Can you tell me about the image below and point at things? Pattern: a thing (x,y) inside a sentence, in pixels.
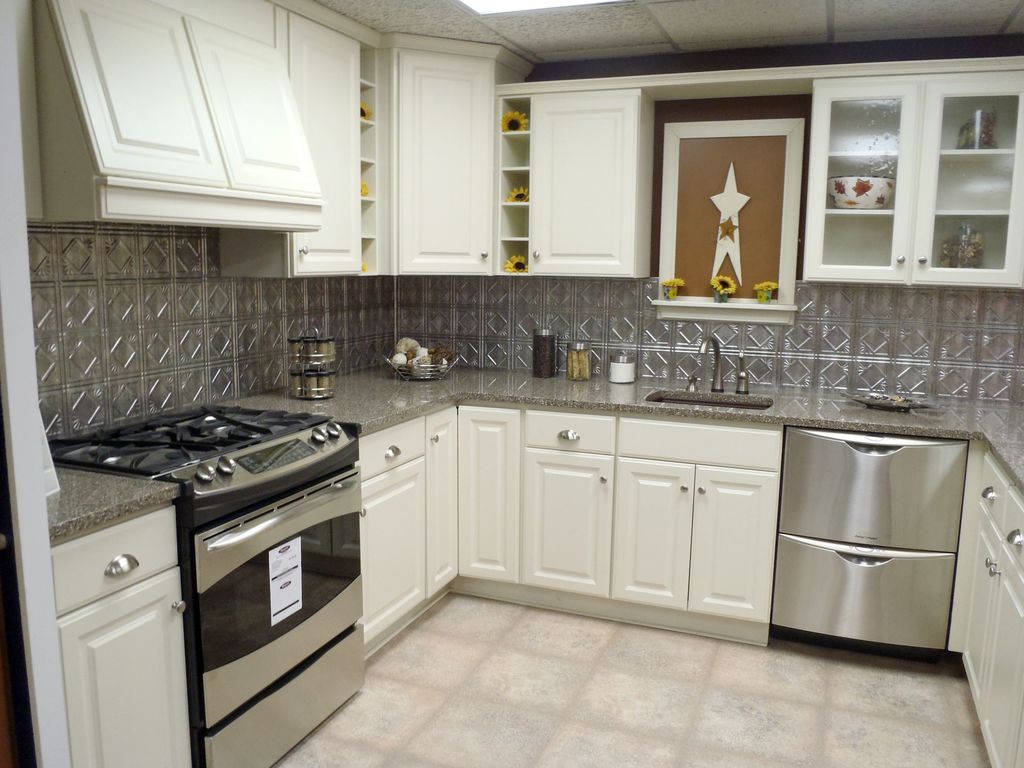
In the foreground of this image (788,704), on the bottom (556,695), there is the floor (774,719) and this image is taken in a kitchen (154,550), where we can see stove (319,460), slab (338,402), few objects (426,363) in the baskets (427,367), few containers (628,372), sink (720,403) and cupboards (603,524). On the top (579,199), there are few cupboards (969,129) and a light (551,0) to the ceiling (613,28).
